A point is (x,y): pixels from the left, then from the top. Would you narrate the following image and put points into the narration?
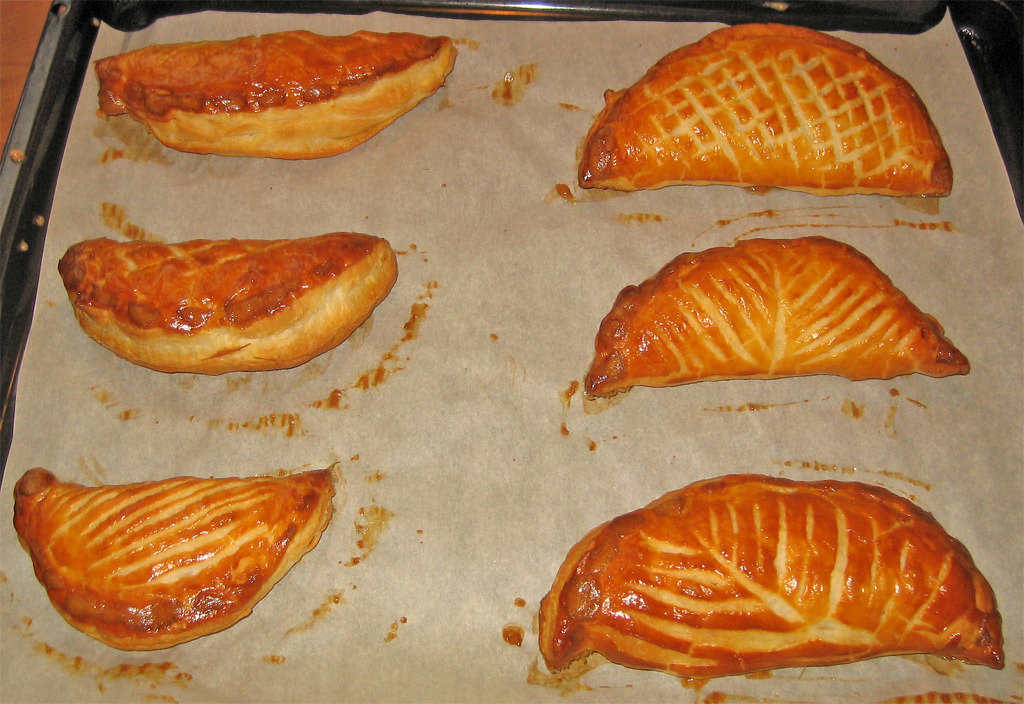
In this picture I can see the food item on the surface (423,366).
